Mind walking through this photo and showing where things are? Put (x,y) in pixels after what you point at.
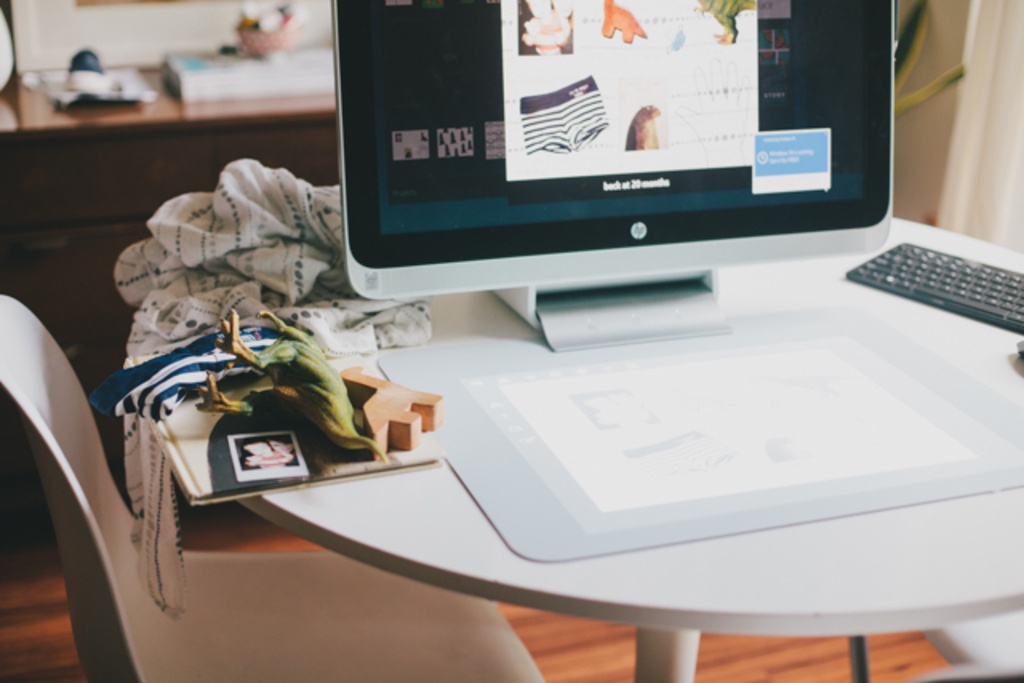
In this picture we can see a table (852,532). On the table (972,323) there is a monitor (808,230), and keyboard (1008,308). And this is chair (224,644).
